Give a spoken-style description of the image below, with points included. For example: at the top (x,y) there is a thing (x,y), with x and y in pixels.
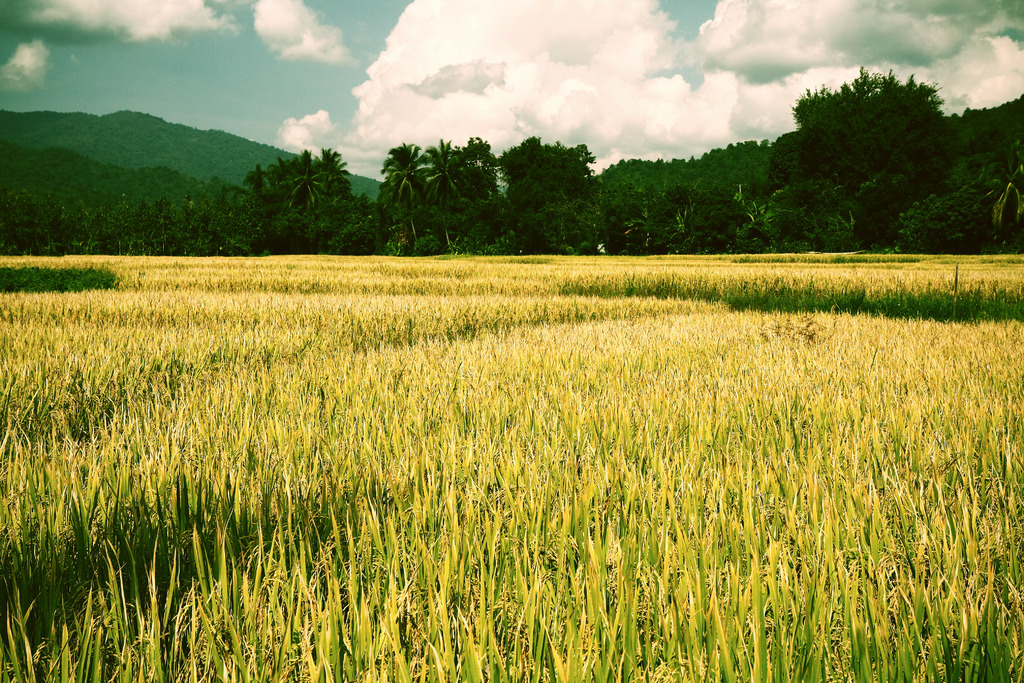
In front of the image there is a crop (385,392), behind the crop (64,603) there are trees (480,176) and mountains (169,157), at the top of the image (473,119) there are clouds (451,120) in the sky (312,108).
